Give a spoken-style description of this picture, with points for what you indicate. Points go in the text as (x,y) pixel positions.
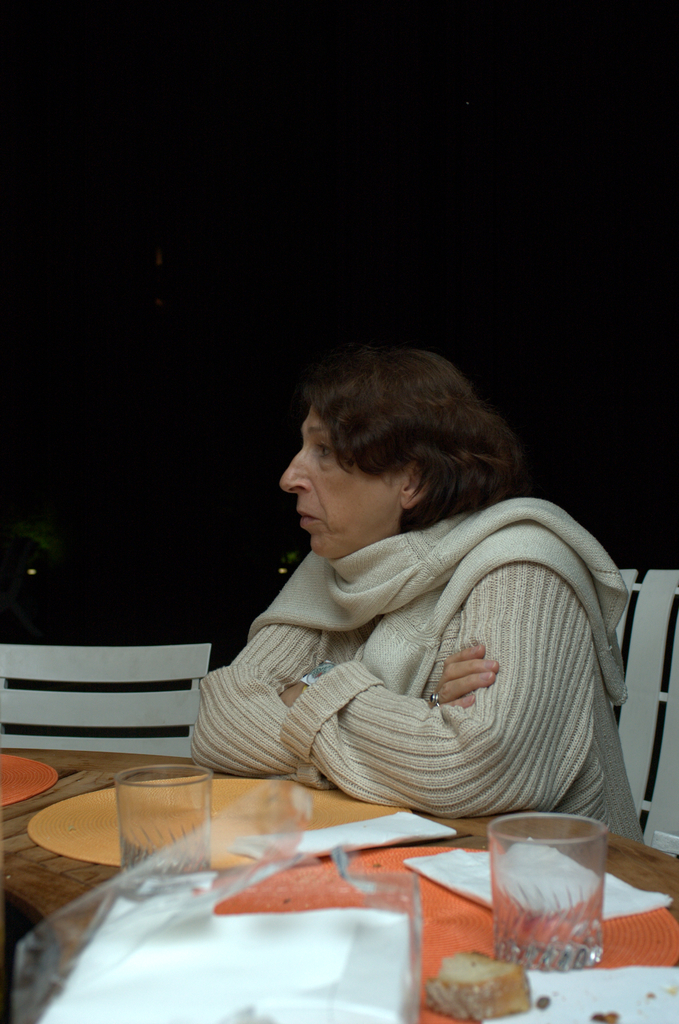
In this image there is a lady (421,667) wearing white color dress (431,680) sitting on the table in front of her there are glasses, plates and tissue papers (450,874) and at the background of the image (302,351) there is a dark sky (290,302).
